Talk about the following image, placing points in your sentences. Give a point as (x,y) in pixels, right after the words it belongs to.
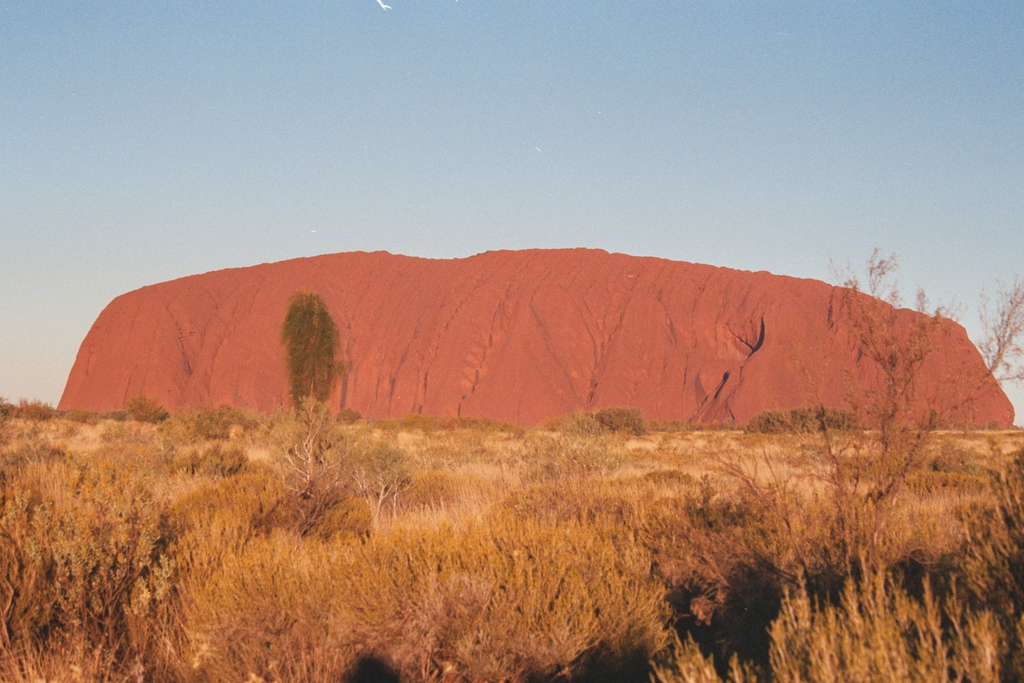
In this picture we can see trees (576,435) and in the background (88,294) we can see sky (509,164).
